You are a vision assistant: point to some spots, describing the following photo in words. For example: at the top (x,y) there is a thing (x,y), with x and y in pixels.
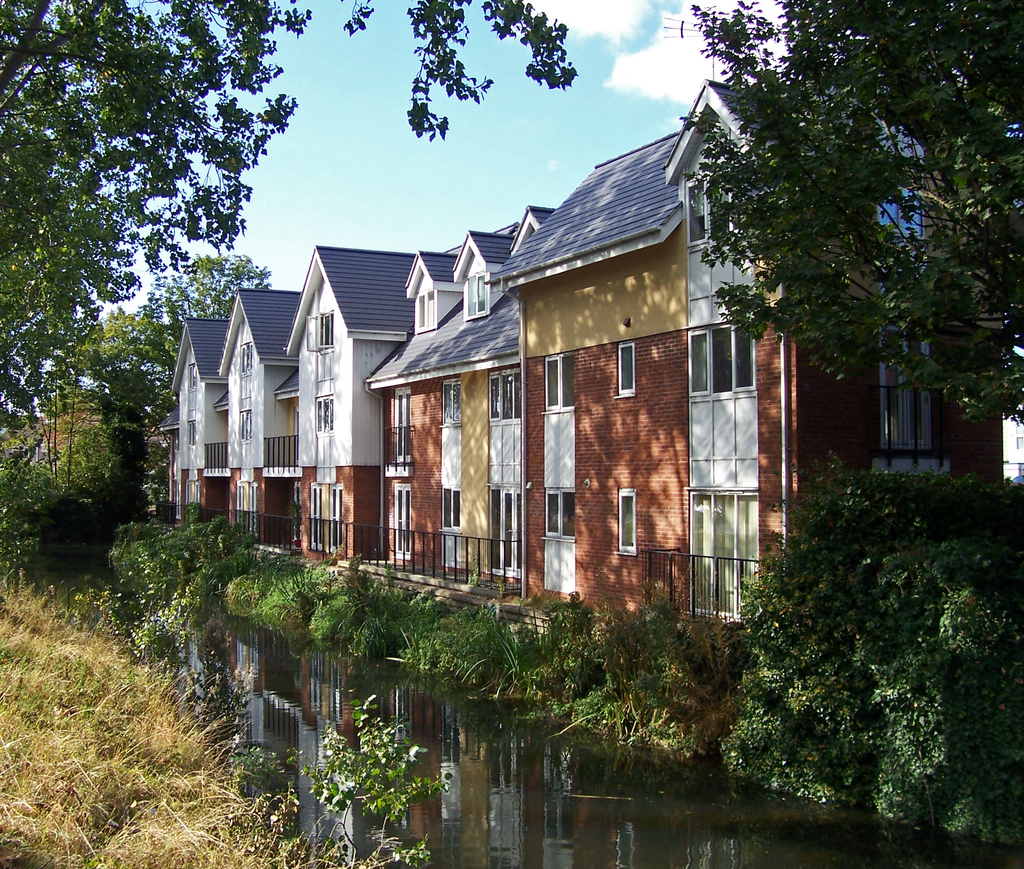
In this picture we can see few plants (291,594), water (607,766), trees (210,60) and buildings (602,489), in the background (659,35) we can see clouds (697,80).
